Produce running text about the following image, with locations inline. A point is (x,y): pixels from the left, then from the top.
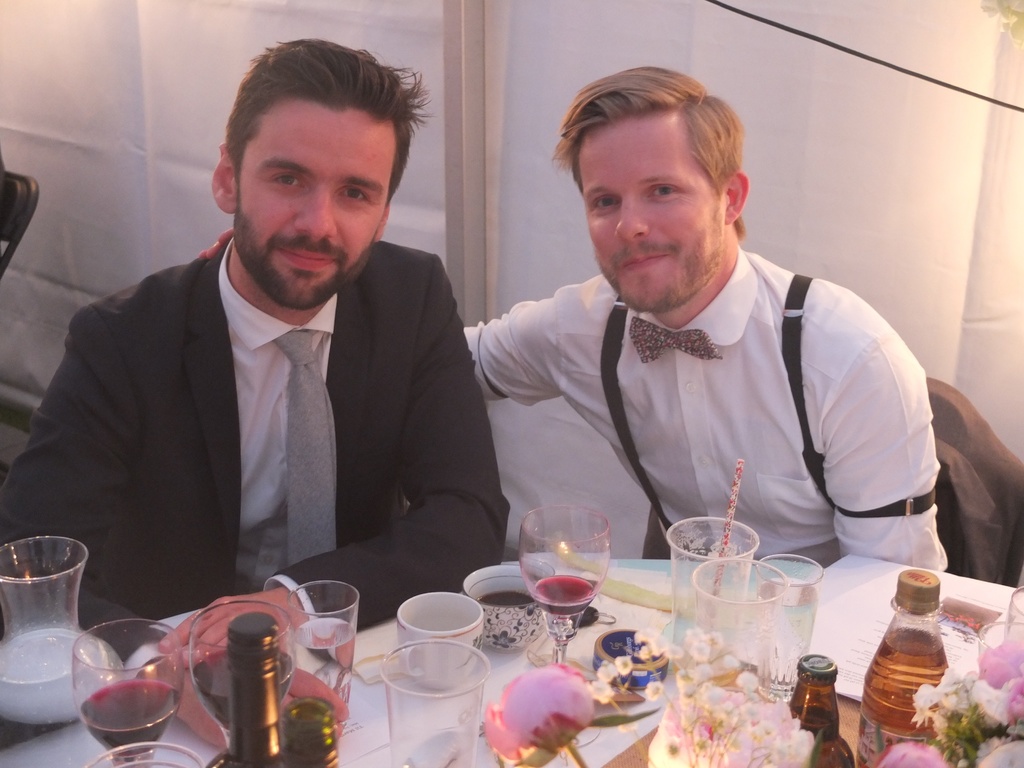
In this image I can see the person (298,461) with black, white and ash color dress (309,445). In-front of the person (310,507) I can see the bottles (249,740), glasses (416,734), cups (455,629) and flowers (692,716) on the table (640,734). And there is a white background (628,5).
